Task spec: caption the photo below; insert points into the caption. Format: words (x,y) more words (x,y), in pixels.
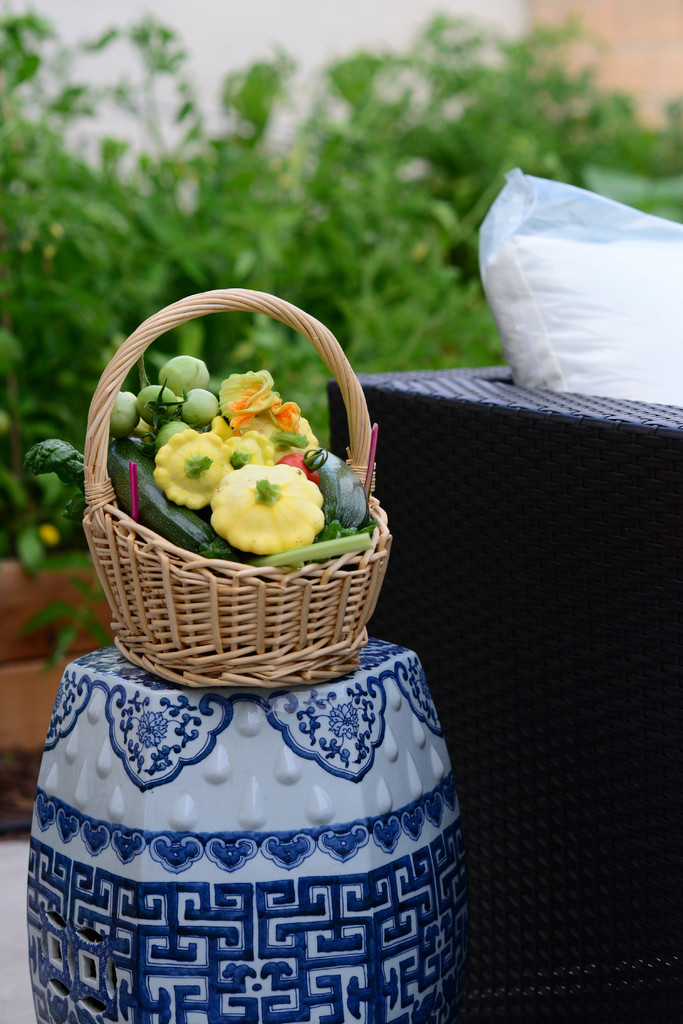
In this image there is a basket (173,633) of vegetables (215,526) on top of a stool (203,823), beside the stool (170,807) there is a sofa (481,422), behind the sofa (499,517) there are plants (249,245).
